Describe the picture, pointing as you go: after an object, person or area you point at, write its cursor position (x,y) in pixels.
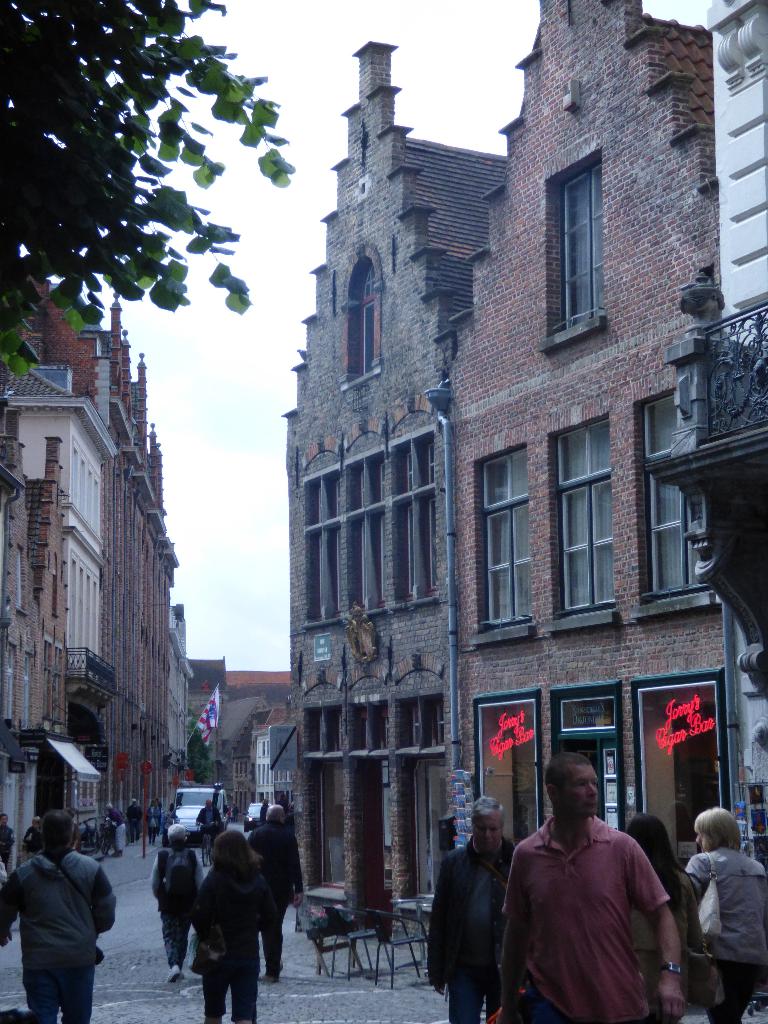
In the image we can see there are buildings (314,601) and these are the windows (506,549) of the buildings (498,573). There are even people (477,886) around, they are walking and they are wearing clothes (170,937). Here we can see chairs (383,936) and a tree (201,756). Here we can see the flag (215,698) and there are even vehicles (217,832). Here we can see footpath (329,983), road (359,997), leaves (163,122) and the sky (273,74).
